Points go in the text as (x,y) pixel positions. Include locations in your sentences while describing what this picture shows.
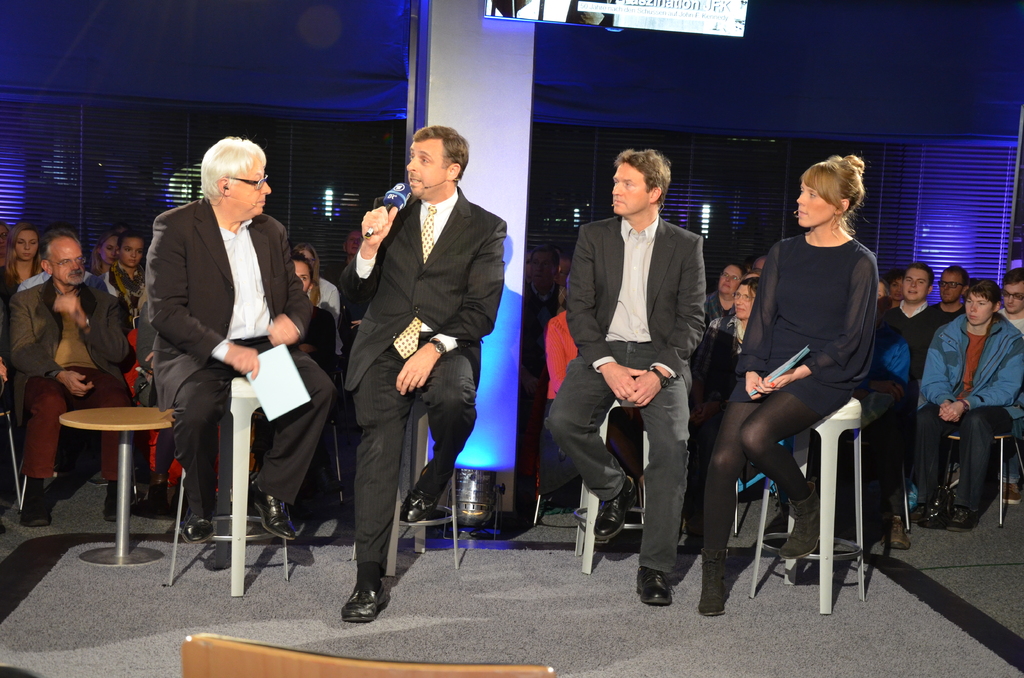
This picture describes about group of people (388,352), they are all seated on the chair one person (437,253) is holding a microphone (397,200) in his hand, another person (295,343) is holding a paper (291,372), on top of them you can find a monitor (659,20).
